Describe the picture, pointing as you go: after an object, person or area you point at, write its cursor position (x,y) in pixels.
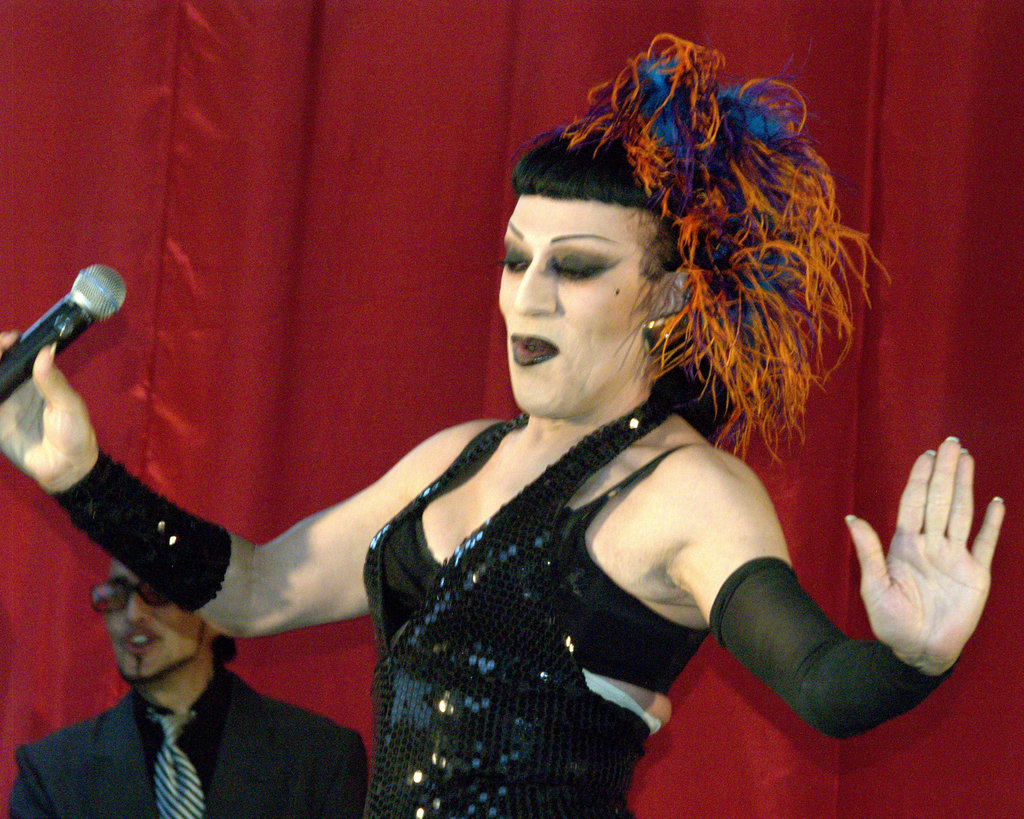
In this picture we can see woman (49,444) holding mic (62,313) in one hand (25,409) and opening mouth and beside to her we can see person (131,632) wore blazer (95,763), tie (164,729), spectacle (118,592) and in background (255,131) we can see red color curtain (242,146).
